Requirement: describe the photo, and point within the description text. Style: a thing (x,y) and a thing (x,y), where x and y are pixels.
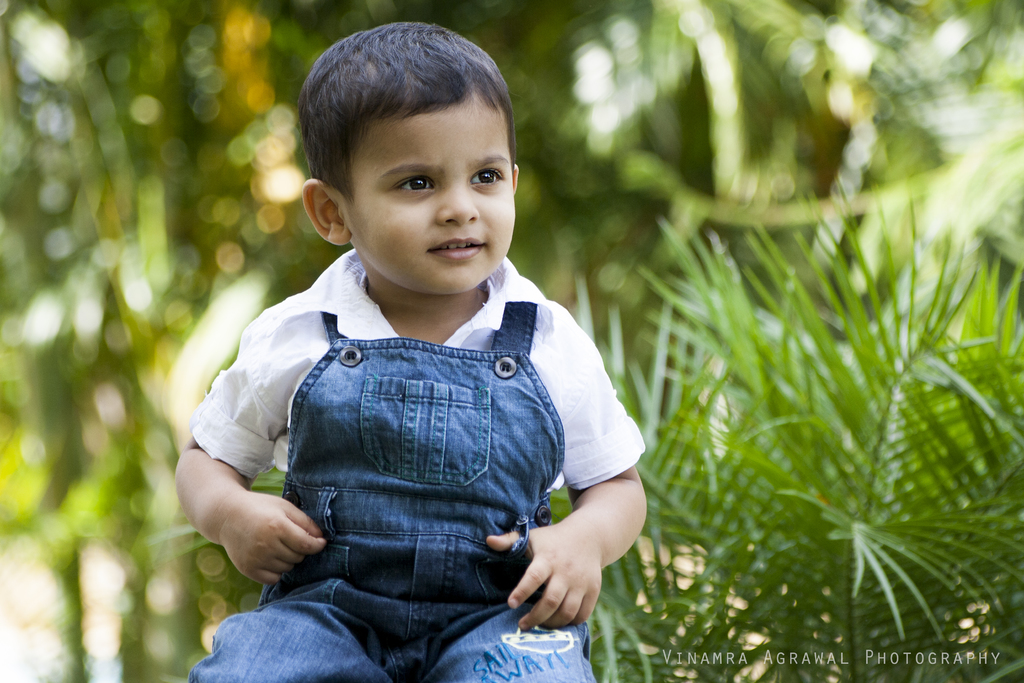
Here I can see a child (379,511) sitting and smiling by looking at the right side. In the background (636,257) there are some plants (793,428). In the bottom right (795,662) there is some edited text (795,662).
